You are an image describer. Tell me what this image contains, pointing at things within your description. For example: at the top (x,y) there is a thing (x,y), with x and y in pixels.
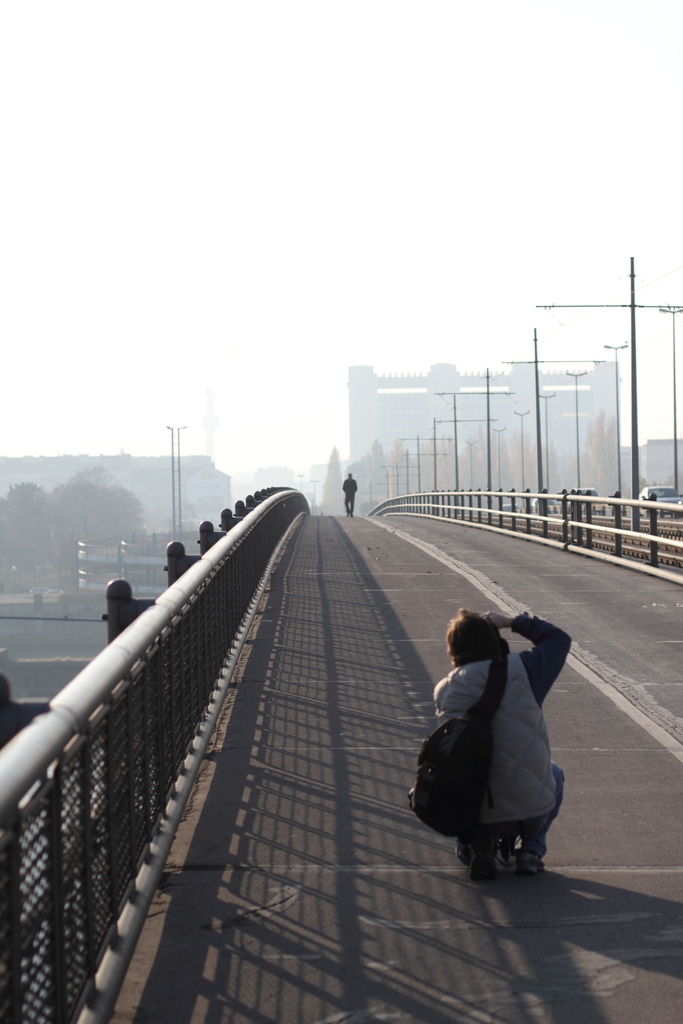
In this picture we can see couple of people (531,805) on the bridge (389,796), on the right side of the image (515,717) we can see a man (493,804), he is carrying a backpack (481,826), in the background (96,497) we can find few poles (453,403), fence (657,502), few vehicles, trees (533,486) and buildings (568,435).
